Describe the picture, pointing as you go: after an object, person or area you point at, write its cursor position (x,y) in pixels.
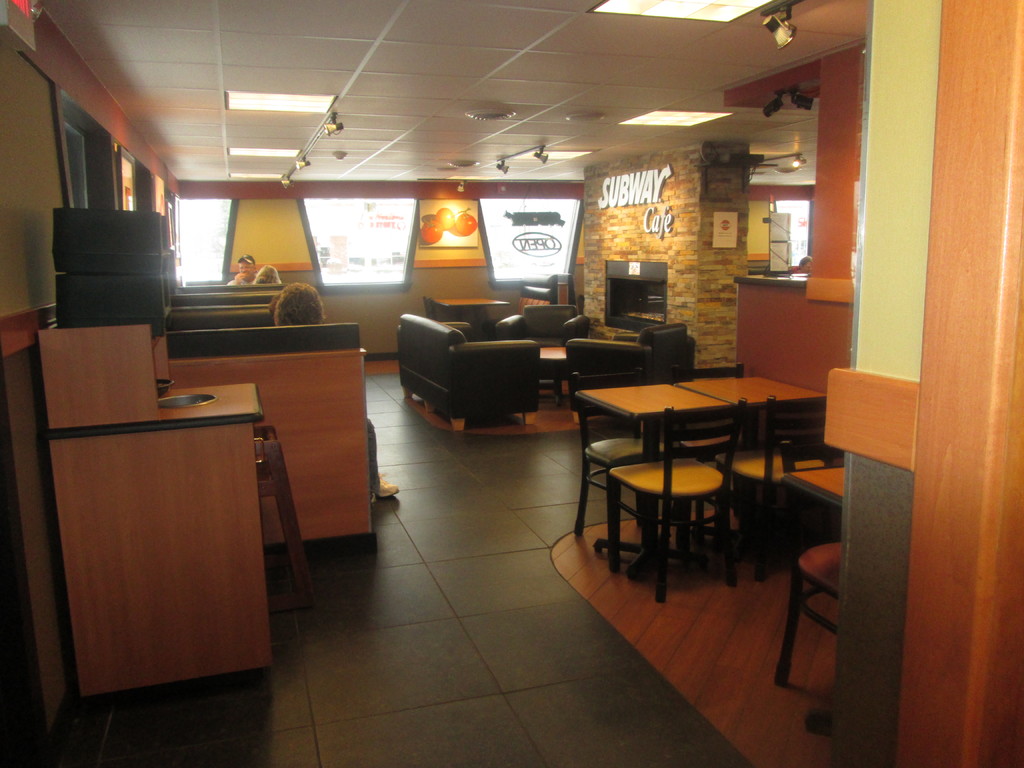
The picture is taken in a subway cafe (499,477) where we can see number of tables (560,349), chairs (696,414) and sofas (447,360). There are nearly four people (297,310), at last of the picture one person (243,268) is wearing a cap (250,264) behind him there are windows (210,251) and posters (448,242). The right corner of the picture (690,395) there is one table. There are lights (791,42) and spotlights (766,115) in the cafe (676,213), in the middle of the hall (594,180) there is one wall (602,209), on it is written subway cafe.
